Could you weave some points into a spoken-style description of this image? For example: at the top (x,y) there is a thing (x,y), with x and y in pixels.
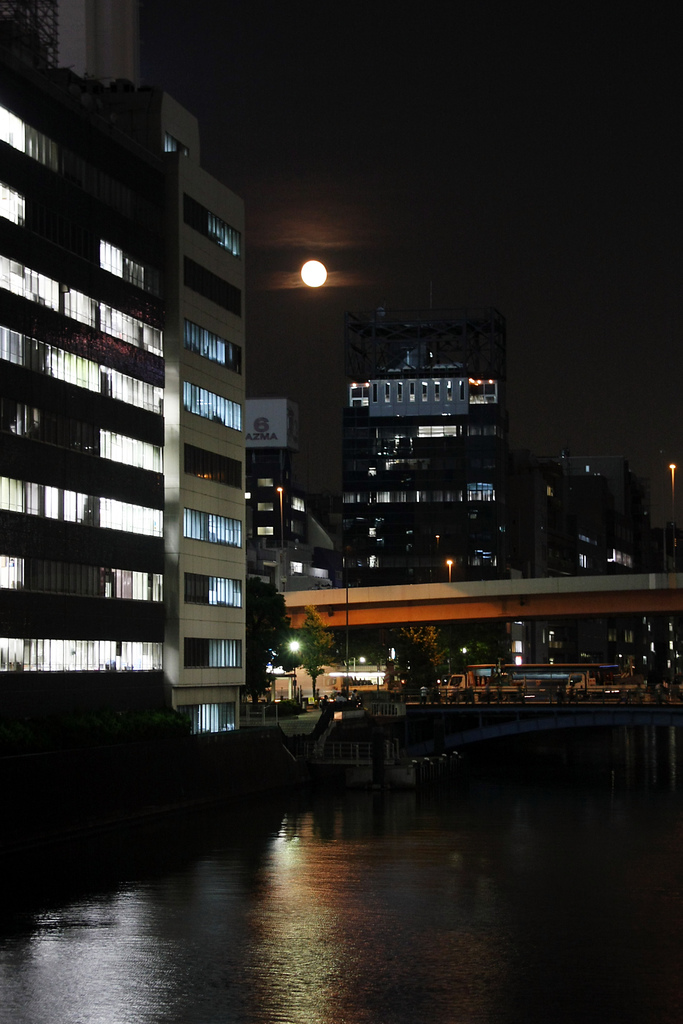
In this image I can see the water (319,924), a bridge (413,709), few persons (444,695) on the road (557,695), few vehicles (519,681), few buildings (379,534), few lights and in the background (492,278) I can see the dark sky (524,195) and the moon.
